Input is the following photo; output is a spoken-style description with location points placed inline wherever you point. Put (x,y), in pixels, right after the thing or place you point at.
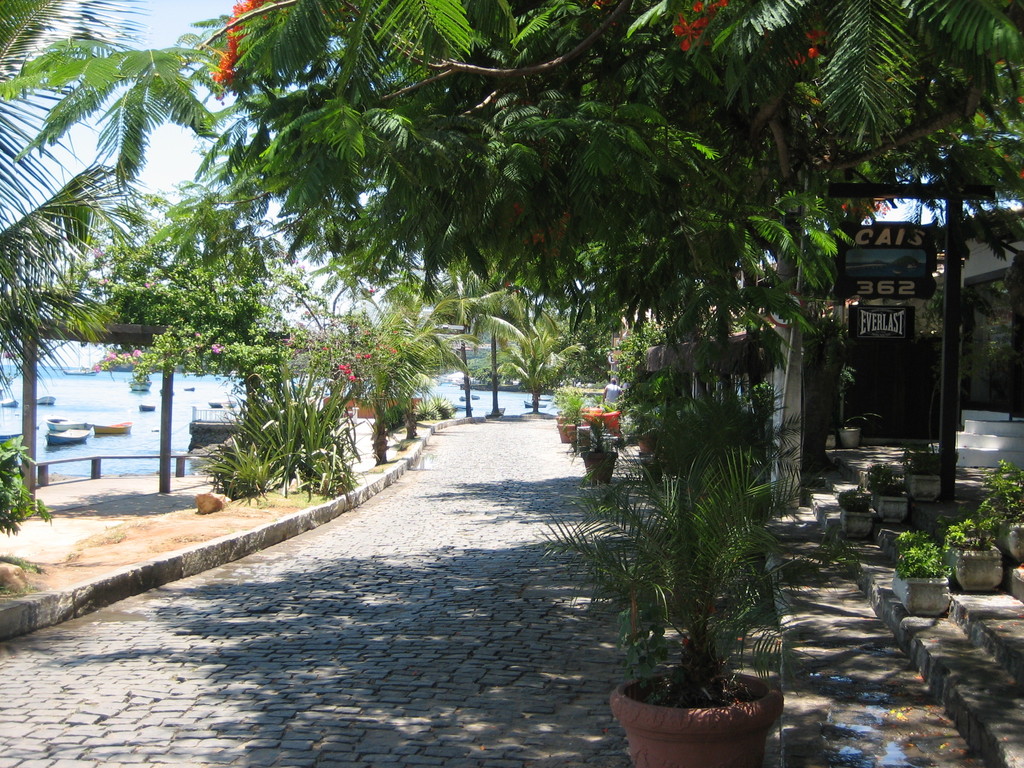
This image consists of many trees (72,236) and potted plants (670,699). At the bottom (387,639), there is a road (382,611). On the left (152,450), we can see a lake (95,414) in which there are boats (91,433). At the top (168,130), there is sky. On the right (1008,408), it looks like a building (982,372).
